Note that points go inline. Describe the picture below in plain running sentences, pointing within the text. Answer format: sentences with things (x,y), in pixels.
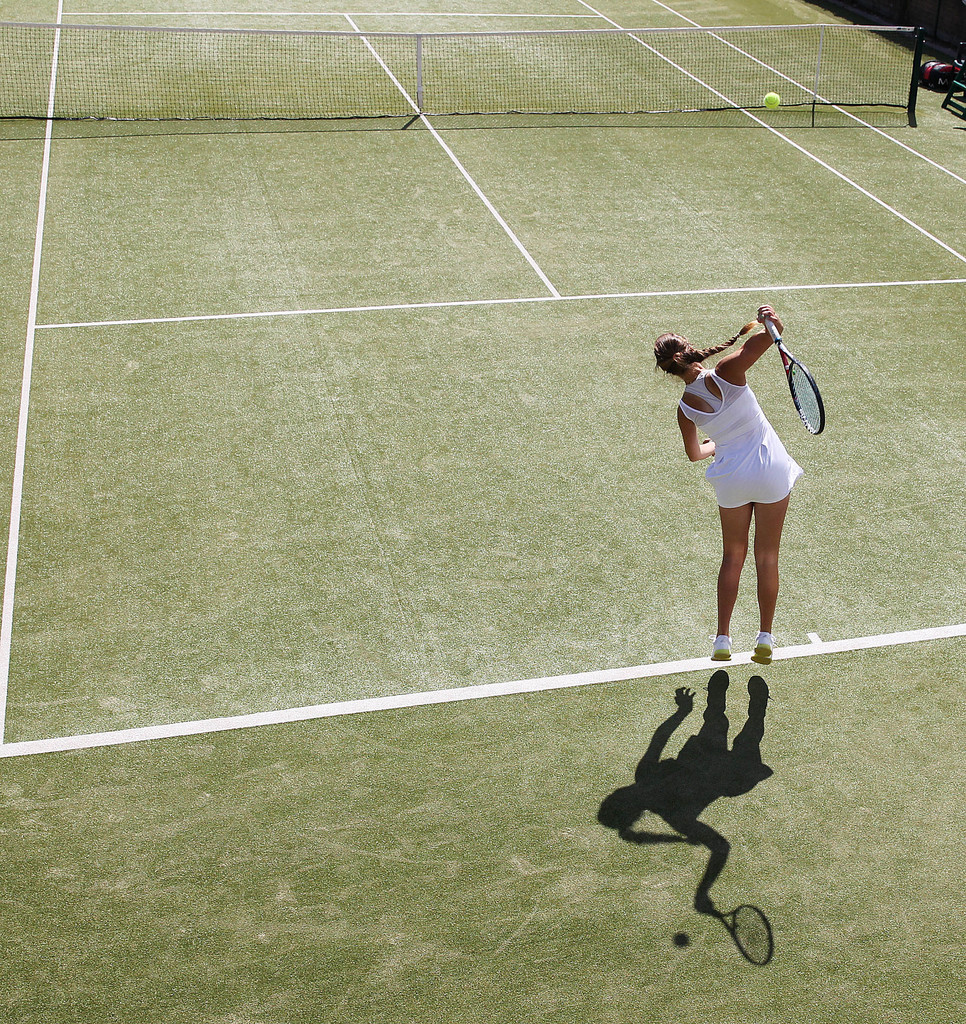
This is a tennis court (932,434) and this is a net (701,56). Here we can see a tennis player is trying to hit tennis ball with a bat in her hand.
